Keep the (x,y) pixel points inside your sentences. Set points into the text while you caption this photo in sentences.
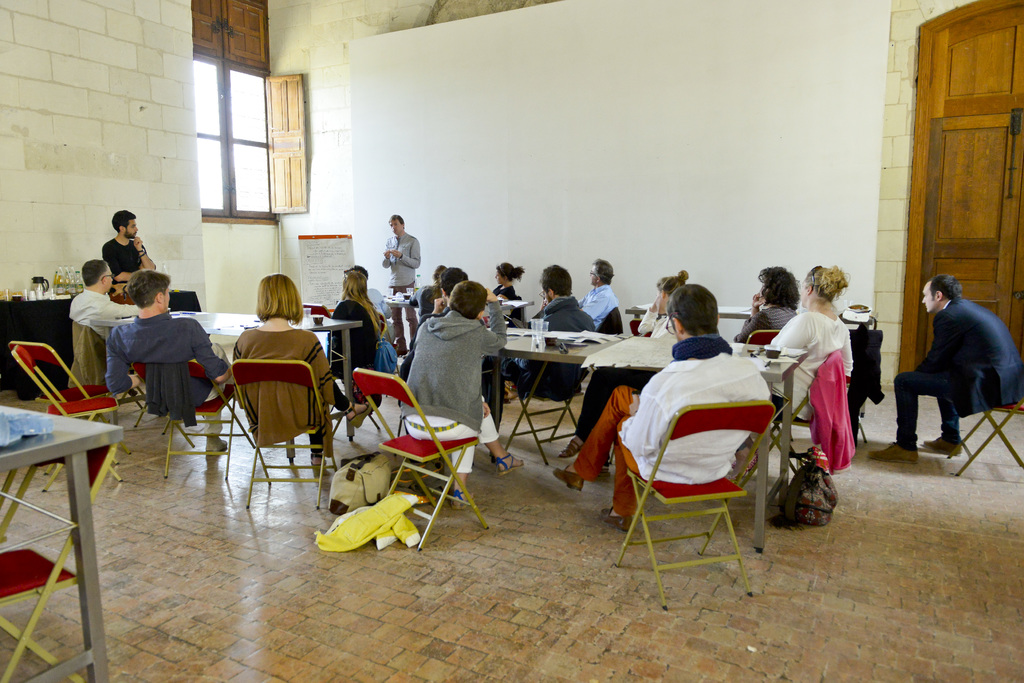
There are group of people (511,366) sitting in red chairs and there is a table (246,315) in front of them which has some papers (637,347) on it and there are two persons (404,271) standing in front of them.
